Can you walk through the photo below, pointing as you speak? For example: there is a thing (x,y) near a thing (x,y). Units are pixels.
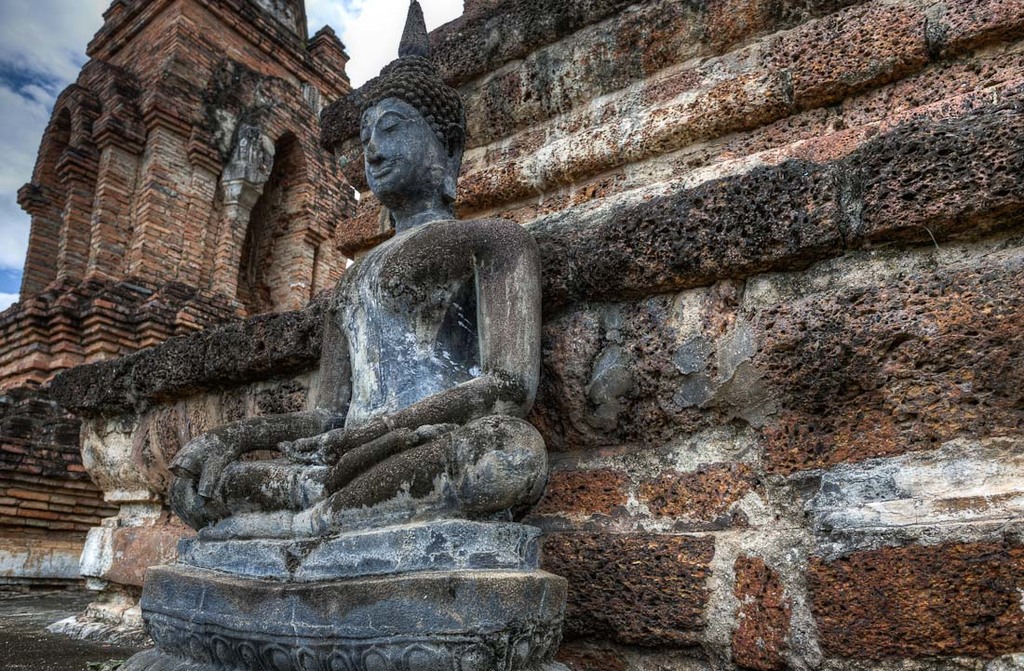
In the image there is a temple (156,104) and there is a sculpture (394,490) of god in front of the temple's wall (528,93).
